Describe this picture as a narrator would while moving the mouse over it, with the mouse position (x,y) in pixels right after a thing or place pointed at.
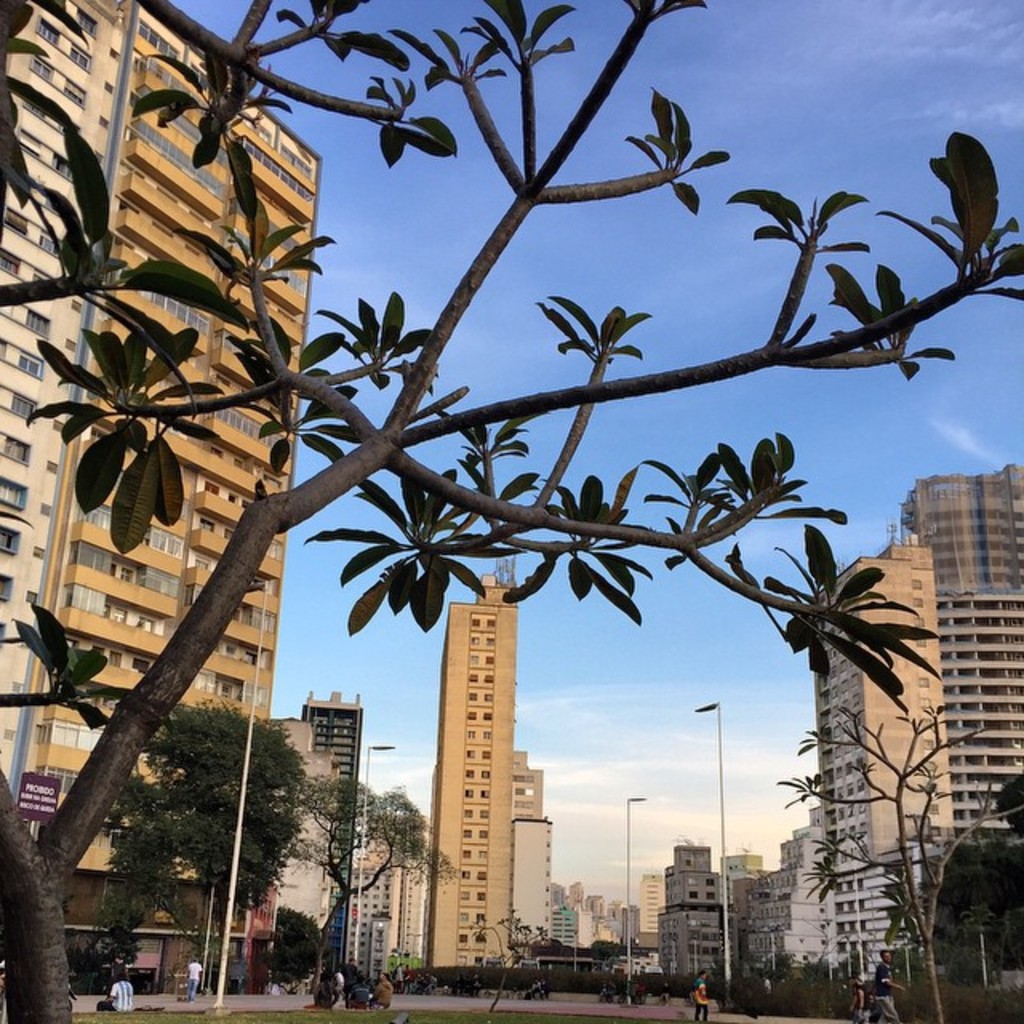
This is an outside view. At the bottom (180,851) I can see few trees (157,893), poles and few people (317,1000) on the ground (273,1000). In the background (516,751) there are many buildings (453,740). At the top of the image (818,123) I can see the sky (748,141).
